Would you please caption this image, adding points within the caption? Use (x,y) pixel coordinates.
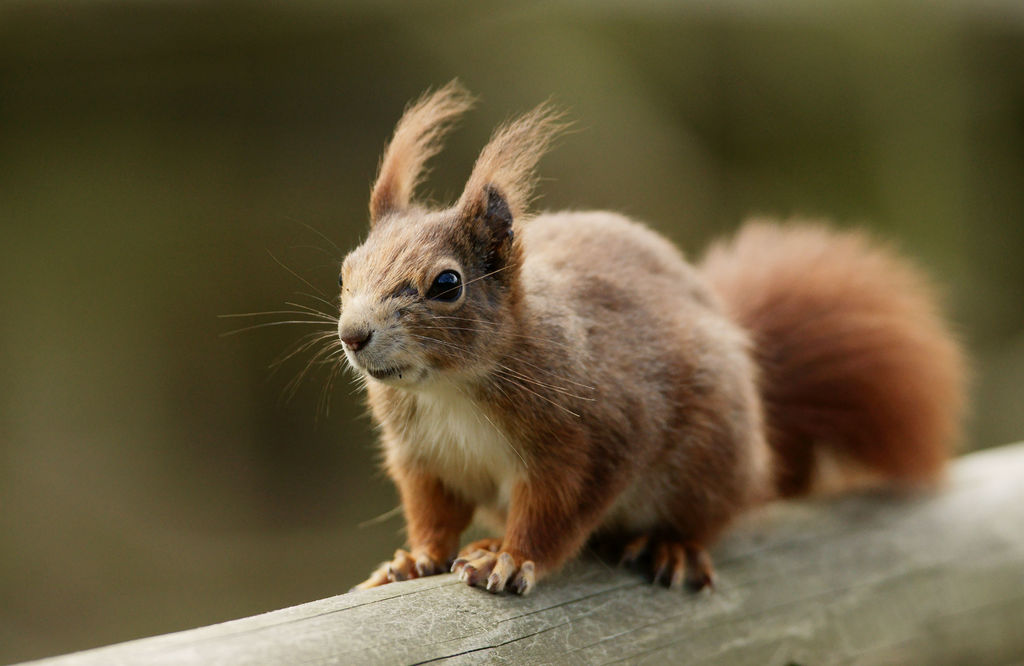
In this picture we can see a squirrel (663,566) on a wooden log (1018,624). Background (784,142) is blurry.
